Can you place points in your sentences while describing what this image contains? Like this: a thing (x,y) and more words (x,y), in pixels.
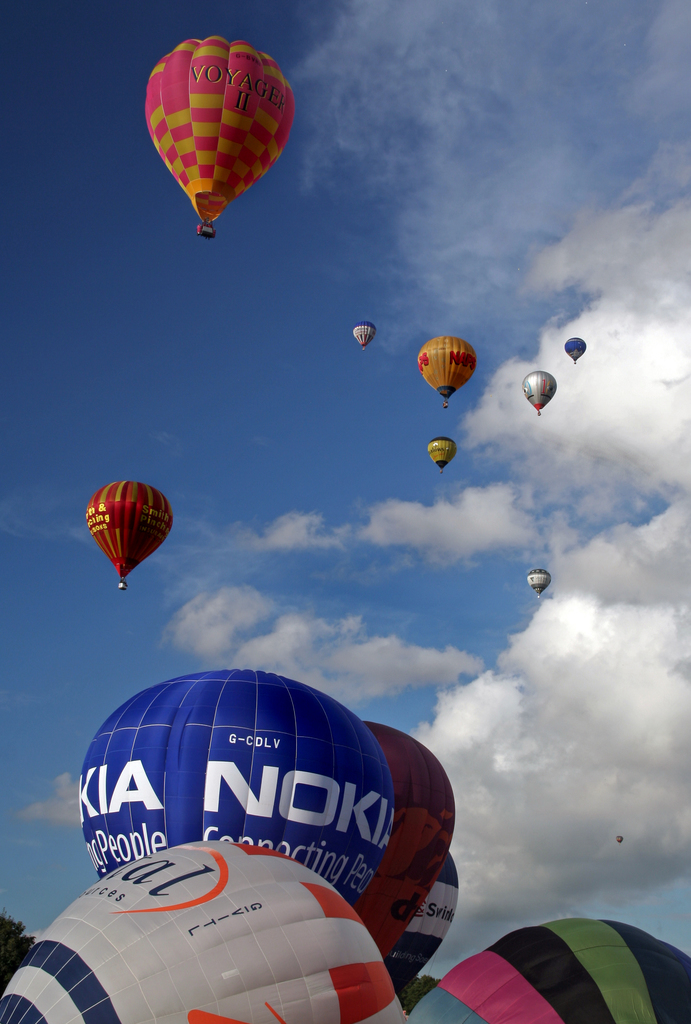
In this image, we can see some hot air balloons (165,955). There are clouds (582,620) in the sky (544,160).
